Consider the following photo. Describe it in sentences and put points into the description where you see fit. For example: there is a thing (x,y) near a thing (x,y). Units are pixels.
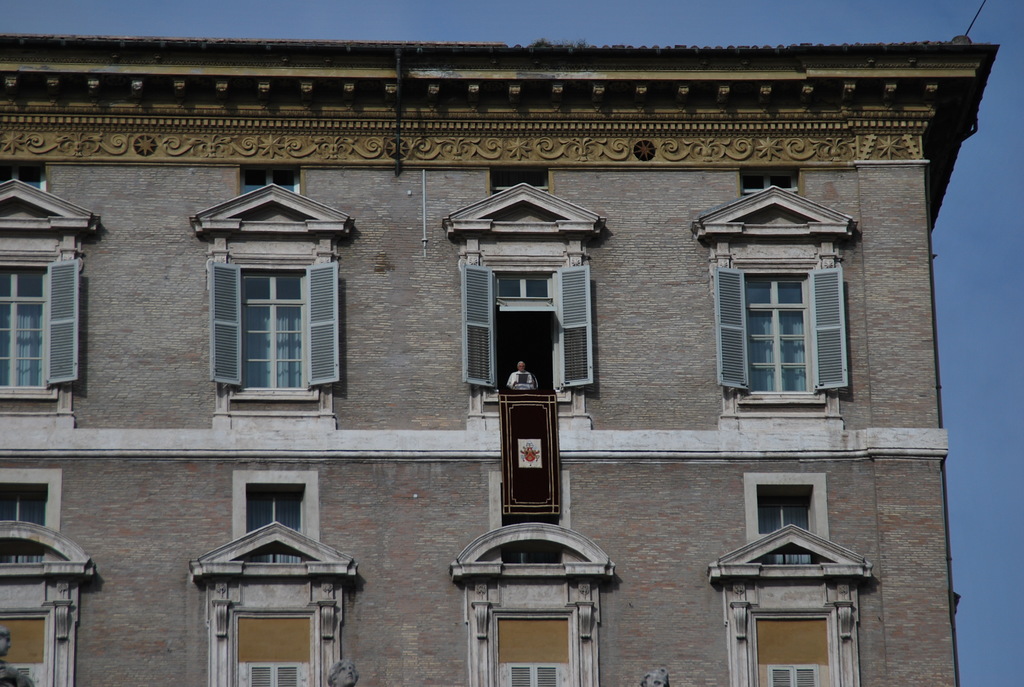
In this image I can see a building (518,259) and I can see windows (277,367) on the building (345,367), at the top (581,31) I can see the sky (730,37) and I can see a person (511,388) visible in front of the window (479,375).
